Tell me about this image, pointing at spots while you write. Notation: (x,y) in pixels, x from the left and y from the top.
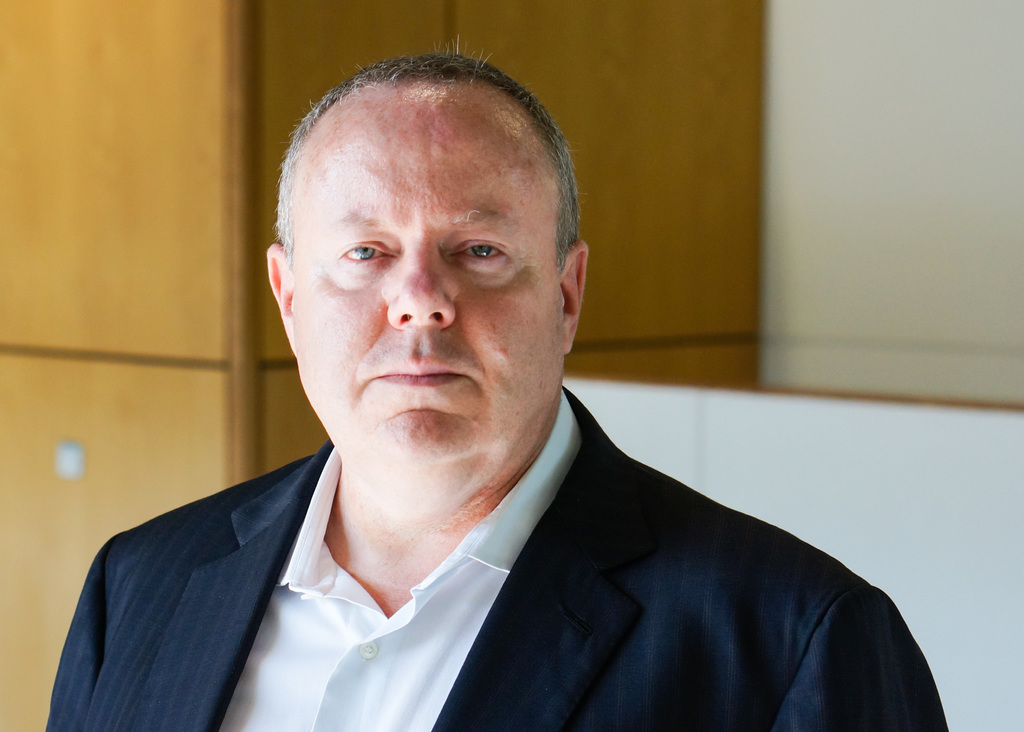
This image is taken indoors. In the background (821,381) there is a wall (245,364). In the middle of the image (522,439) there is a man (359,558). He has worn a suit (550,646) and a shirt (299,653) which is white in color.
